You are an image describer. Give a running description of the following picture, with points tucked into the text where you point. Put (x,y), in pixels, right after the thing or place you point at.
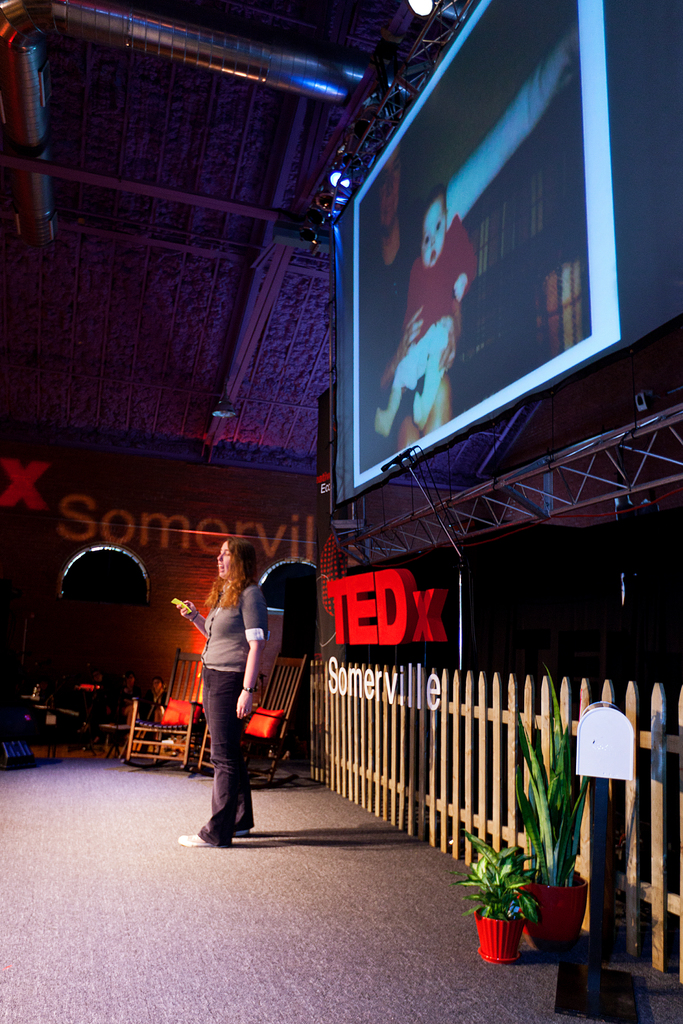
In this image there is a lady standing on the stage (232,1014), behind her there is a fence (682,857) and Tv (639,160) hanging on the top (628,167), also there are some plant pots (514,943) on the stage (308,818).
